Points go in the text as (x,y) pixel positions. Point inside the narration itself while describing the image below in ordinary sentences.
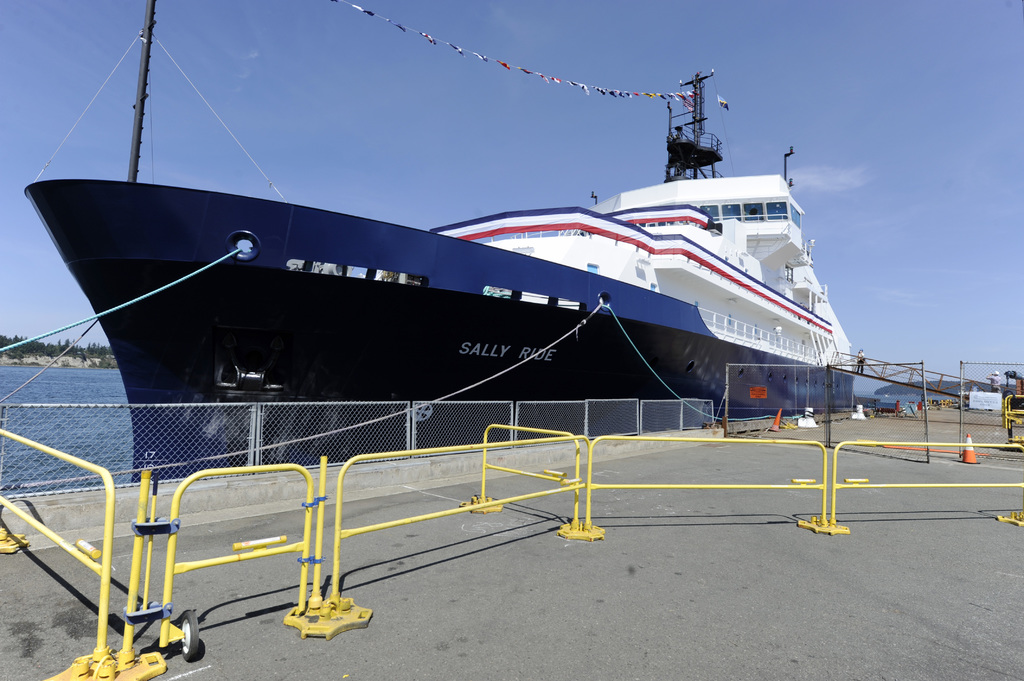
As we can see in the image there is fence (311,427), boat (296,453), traffic cone (968,460), poster (982,400) and water (53,429). In the background (91,352) there are trees (35,353). At the top (492,30) there is sky (492,30).
